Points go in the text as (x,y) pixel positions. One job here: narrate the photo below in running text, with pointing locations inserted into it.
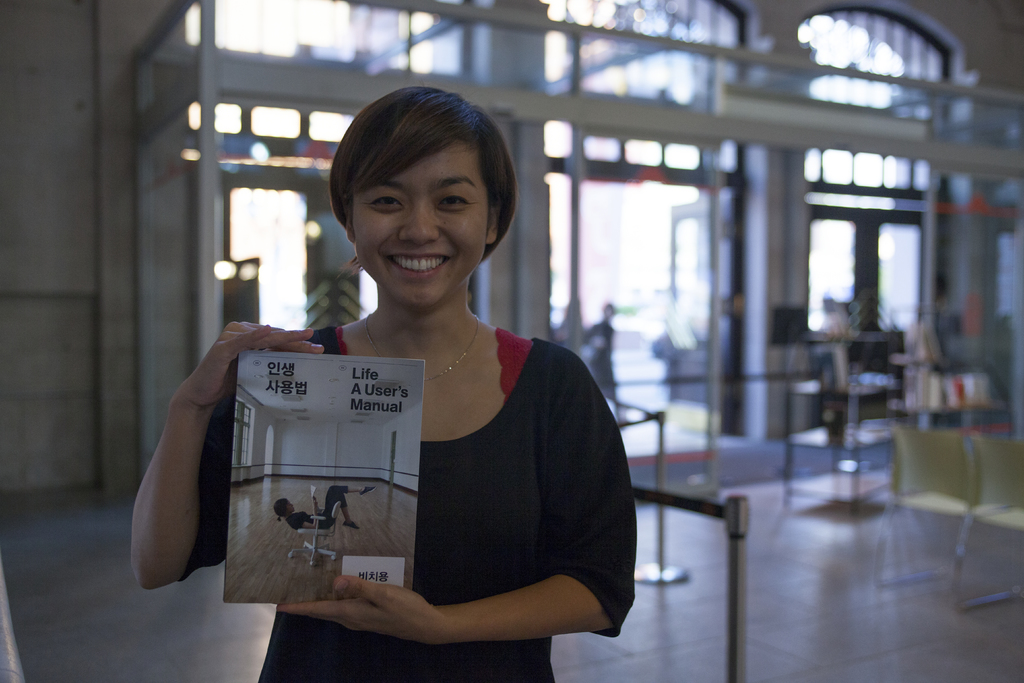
In the image we can see a woman (576,560) standing, wearing clothes (590,498), neck chain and she is smiling. She is holding a book (312,477) in her hand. Here we can see the door (248,251), floor (739,470), chairs (910,496) and the background (809,402) is blurred.
